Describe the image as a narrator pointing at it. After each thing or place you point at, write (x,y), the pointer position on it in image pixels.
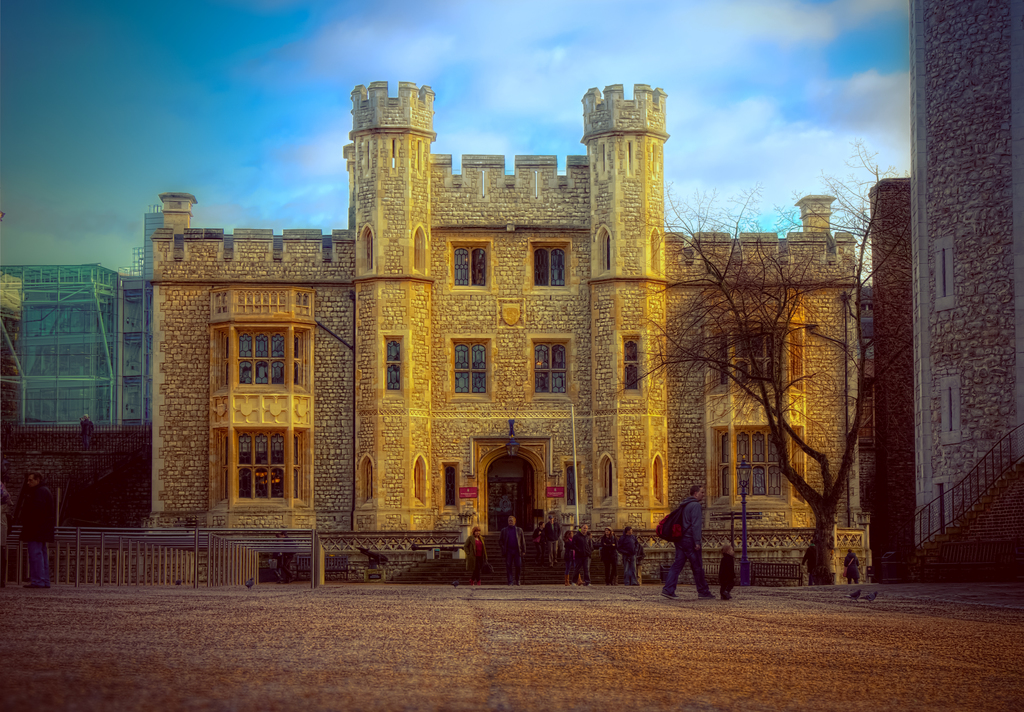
In this picture we can see few buildings (473,300), in front of the building (605,374) we can find a tree (826,518), metal rods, few poles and group of people (38,508), and also we can see birds (868,600).
